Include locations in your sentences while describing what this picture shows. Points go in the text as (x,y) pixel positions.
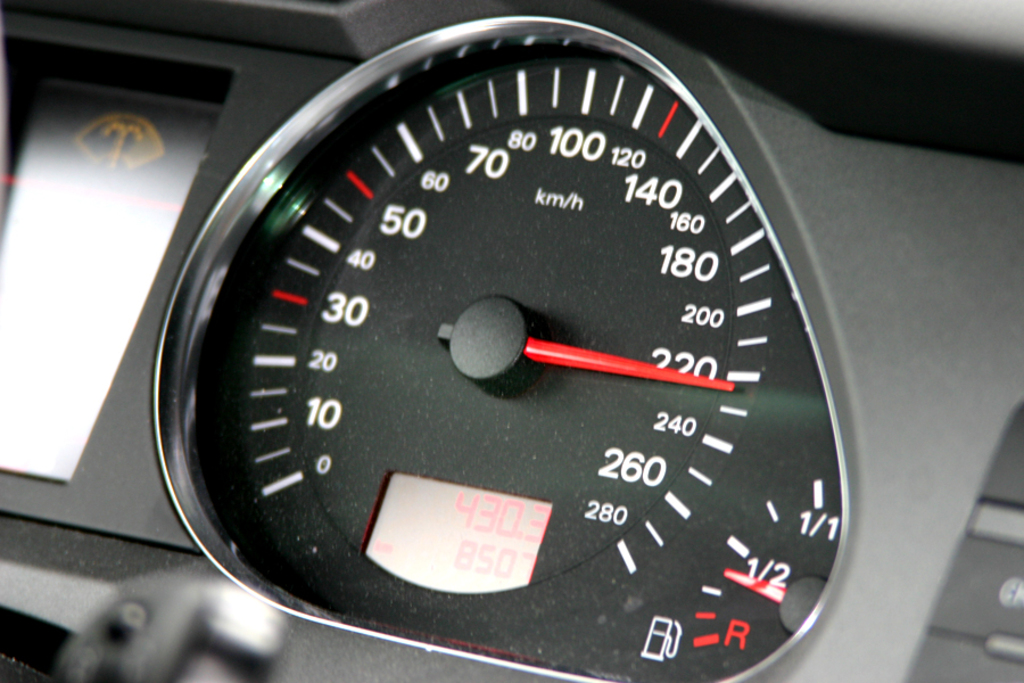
In this image there is a display meter (493,354) of a vehicle (70,347). There are numbers (600,156) and alphabets (576,197) on the display meter (588,203).
